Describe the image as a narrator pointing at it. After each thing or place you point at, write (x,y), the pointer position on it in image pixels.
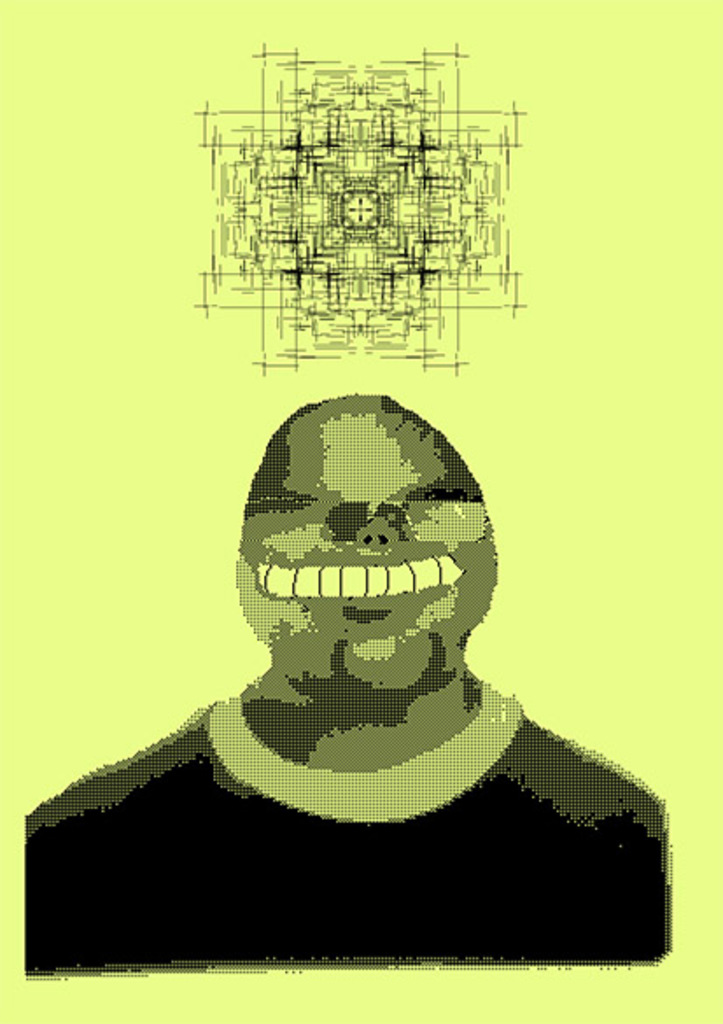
In this image, we can see a person illustration (357,752) and sketch (381,206).
